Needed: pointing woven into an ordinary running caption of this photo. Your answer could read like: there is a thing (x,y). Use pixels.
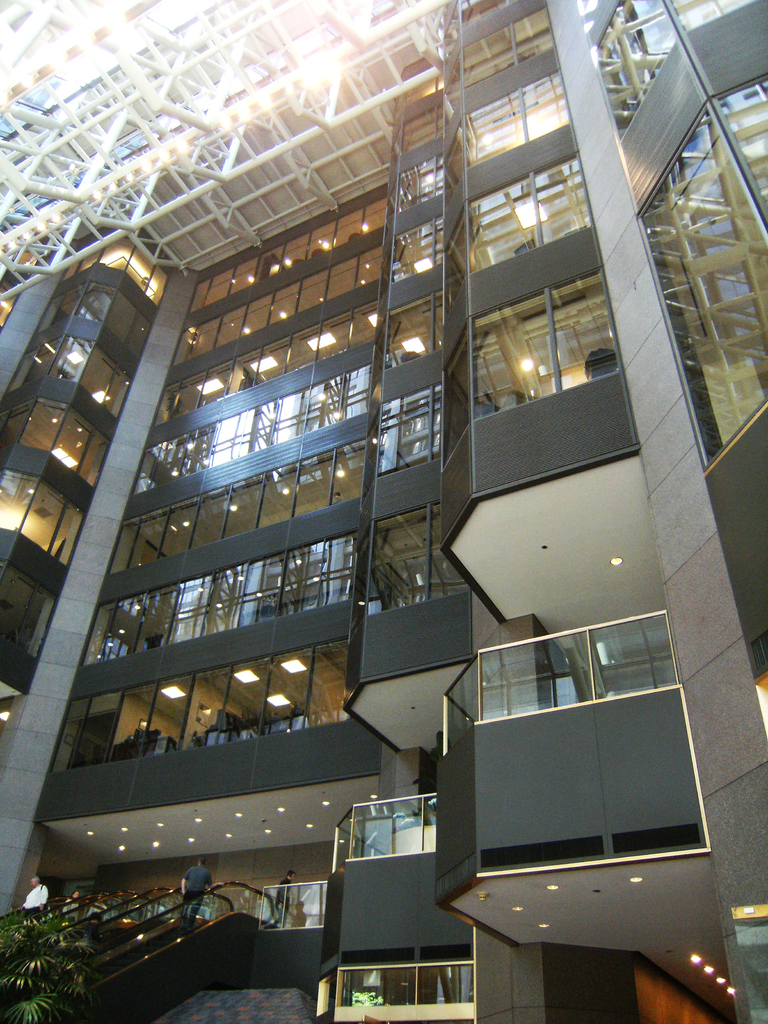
In this image there is a huge building (427,682). On the left side of the image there is a pillar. At the bottom of the image (186,893) there are a few people (184,909) standing on the escalator (180,928) and there is a plant (65,984).
